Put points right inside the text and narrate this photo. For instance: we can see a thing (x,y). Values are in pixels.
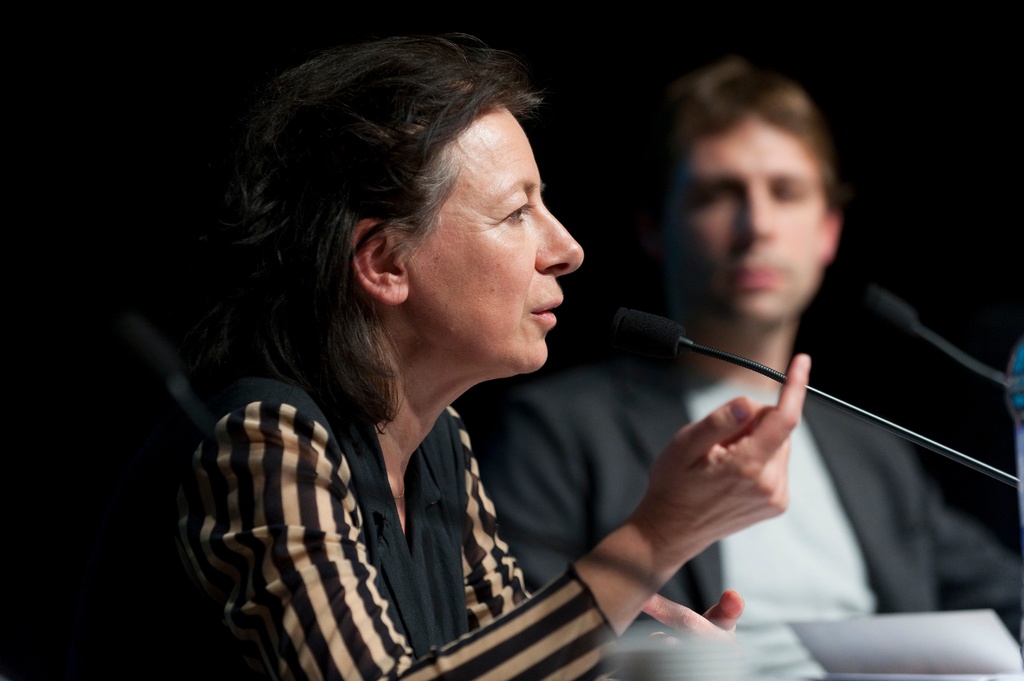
In the center of the image (357,291), we can see a man (597,381) and a lady (782,395) and there are mics (658,321). At the bottom (763,637), there are papers (848,644).
